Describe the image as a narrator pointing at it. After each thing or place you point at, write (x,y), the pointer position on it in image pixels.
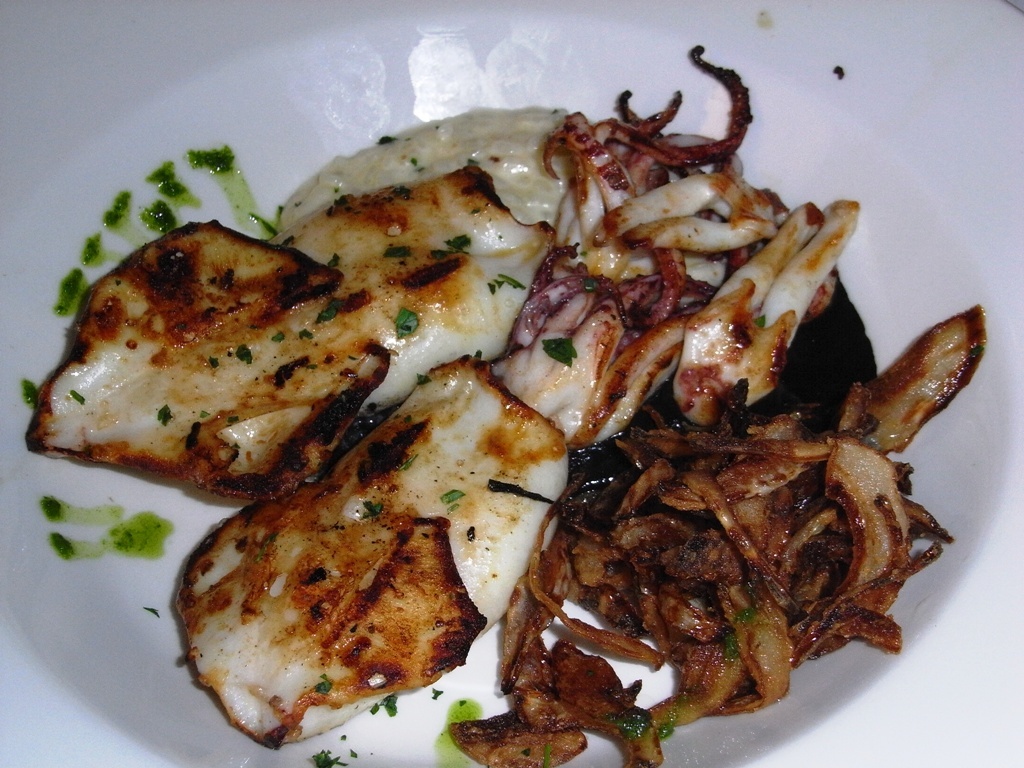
In this picture I can see a white color thing (51,580) on which there is food (374,252), which is of white, cream, green and brown color.
